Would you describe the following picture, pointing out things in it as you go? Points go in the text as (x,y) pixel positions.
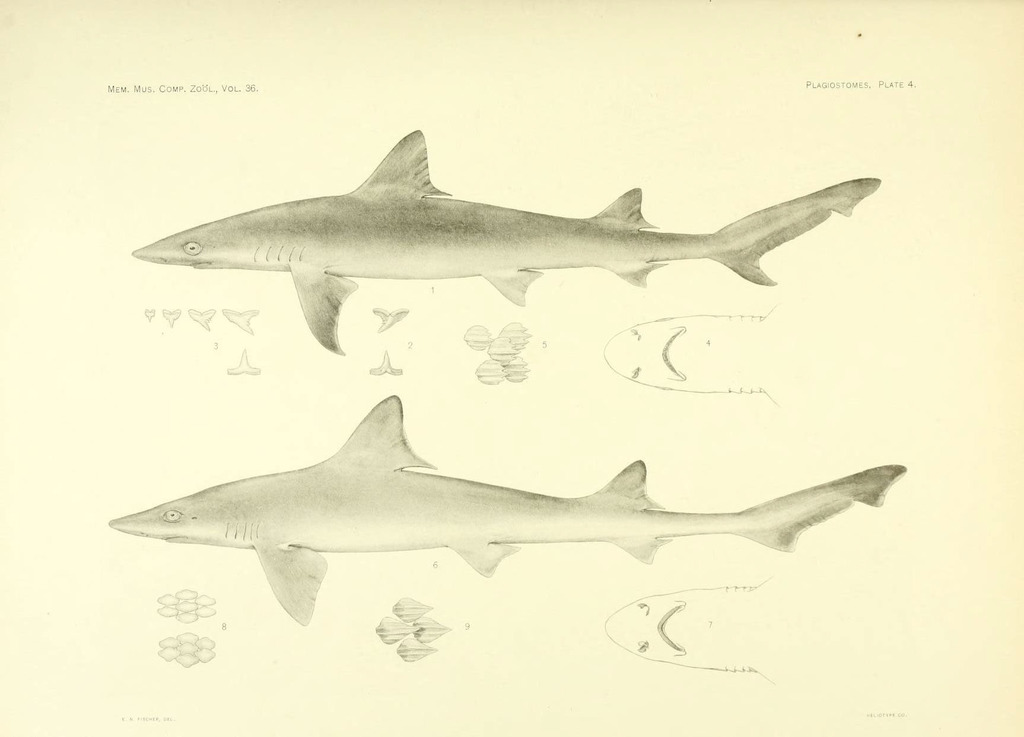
In this image we can see a drawing (499,260) of sharks (479,520) on the paper (532,349).
